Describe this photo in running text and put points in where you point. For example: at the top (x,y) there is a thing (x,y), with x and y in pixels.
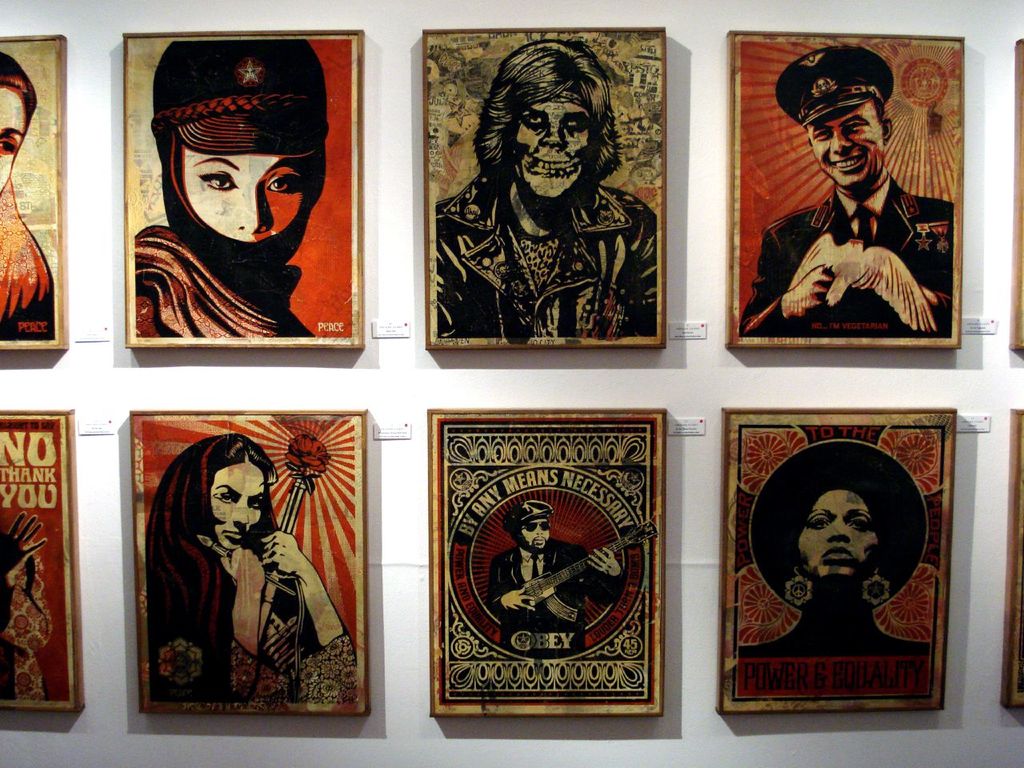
In this picture we can see a wall (771,365), on this wall (771,365) we can see photo frames (253,459).
